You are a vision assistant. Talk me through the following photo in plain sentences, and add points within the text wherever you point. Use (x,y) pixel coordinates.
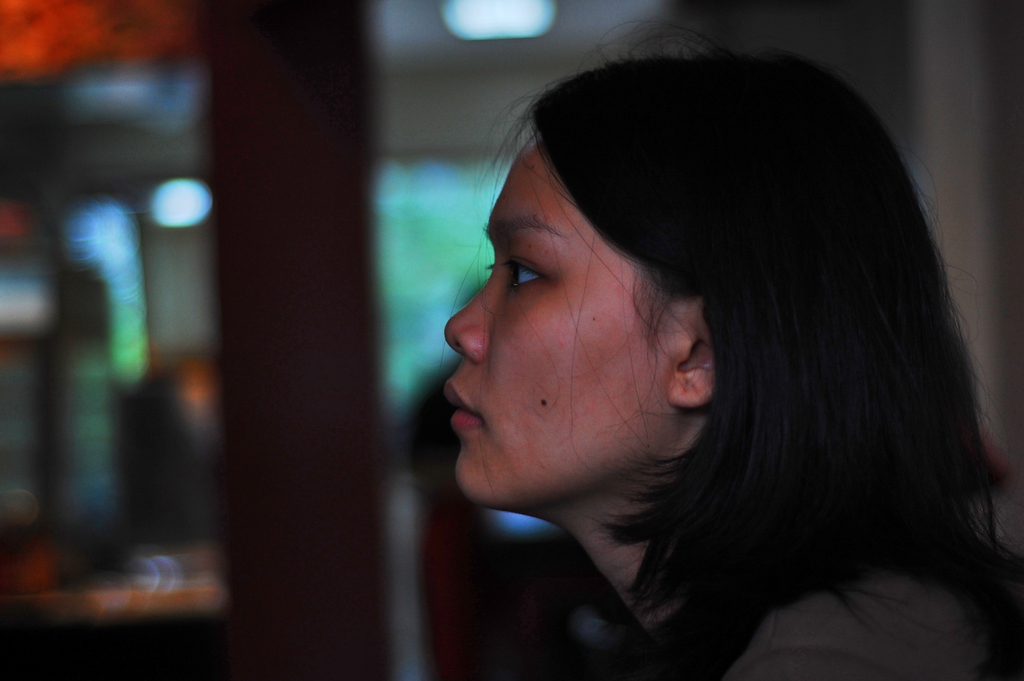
In the picture I can see a woman (734,372). The background of the image (248,485) is blurred.
